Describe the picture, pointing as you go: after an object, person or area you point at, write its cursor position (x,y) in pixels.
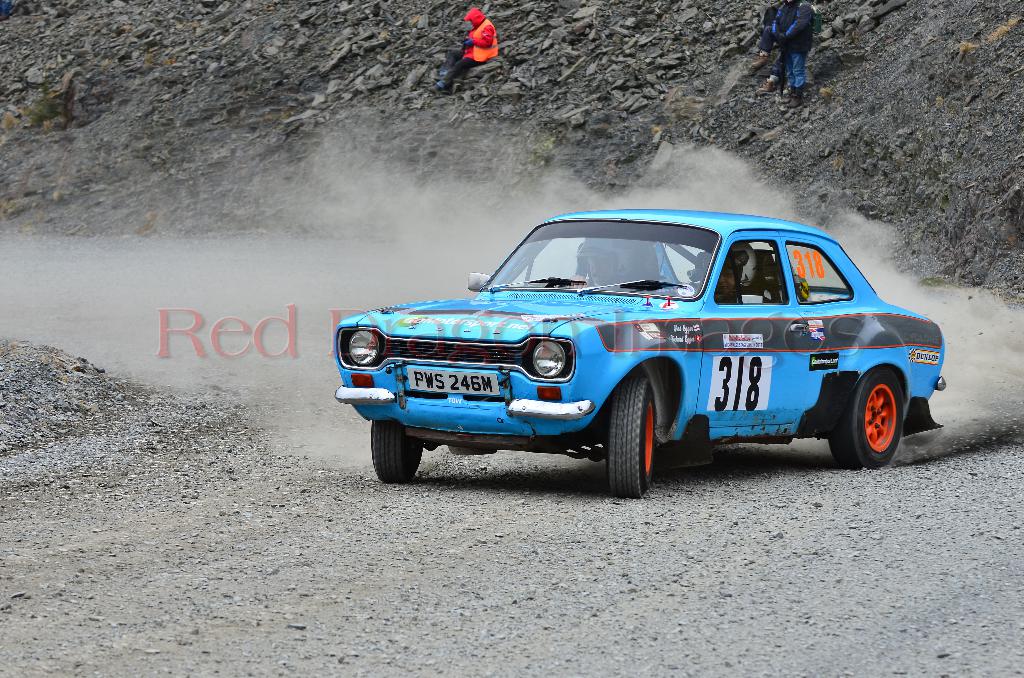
In this image, we can see few people (718,280) are riding a vehicle (808,380) on the road (639,543). Background (410,62) we can see stones (683,137), few people (790,71). In the middle of the image (432,354), we can see a watermark (260,344).
